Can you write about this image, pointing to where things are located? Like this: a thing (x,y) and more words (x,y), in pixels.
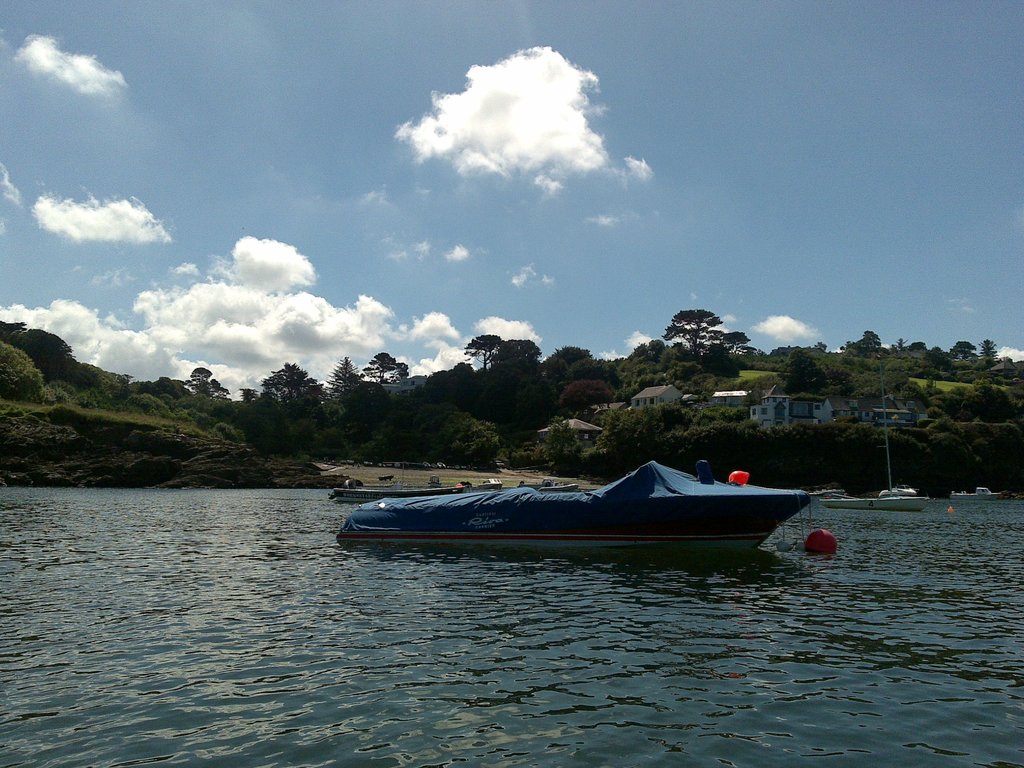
In this image, there is an outside view. In the foreground (489,511), there is a boat (612,544) floating on the water (421,643). There are some trees (369,383) in the middle of the image (502,358). In the background (645,273), there is a sky (430,214).
